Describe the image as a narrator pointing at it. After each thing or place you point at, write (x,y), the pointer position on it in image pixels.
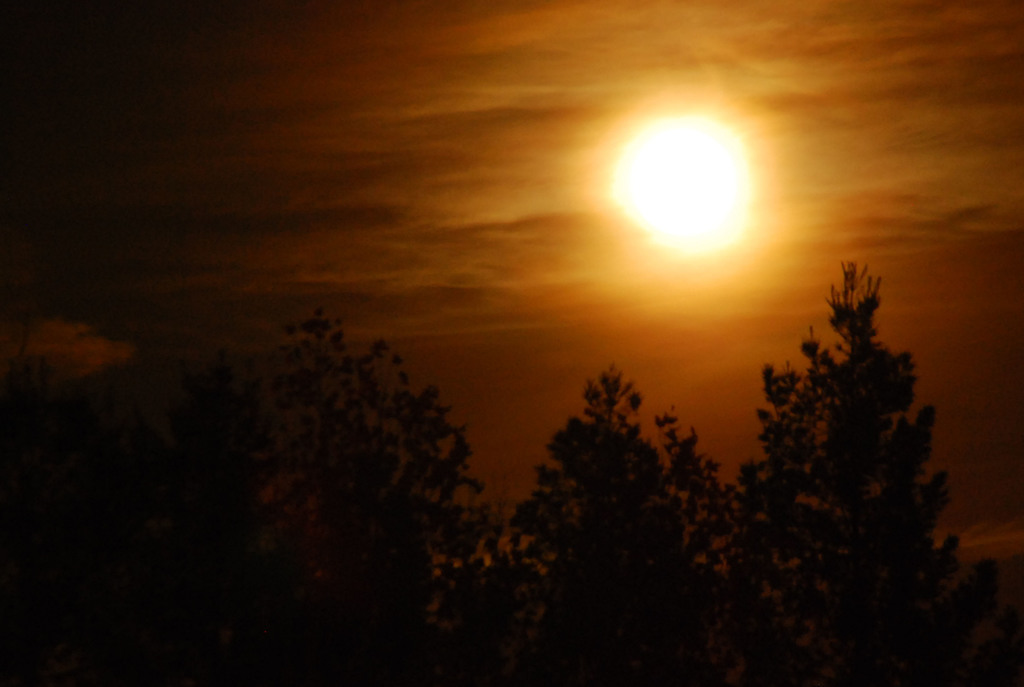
In this image I can see many trees (489,523). In the background (502,212) I can see the sun (642,198) and the sky (406,351).
